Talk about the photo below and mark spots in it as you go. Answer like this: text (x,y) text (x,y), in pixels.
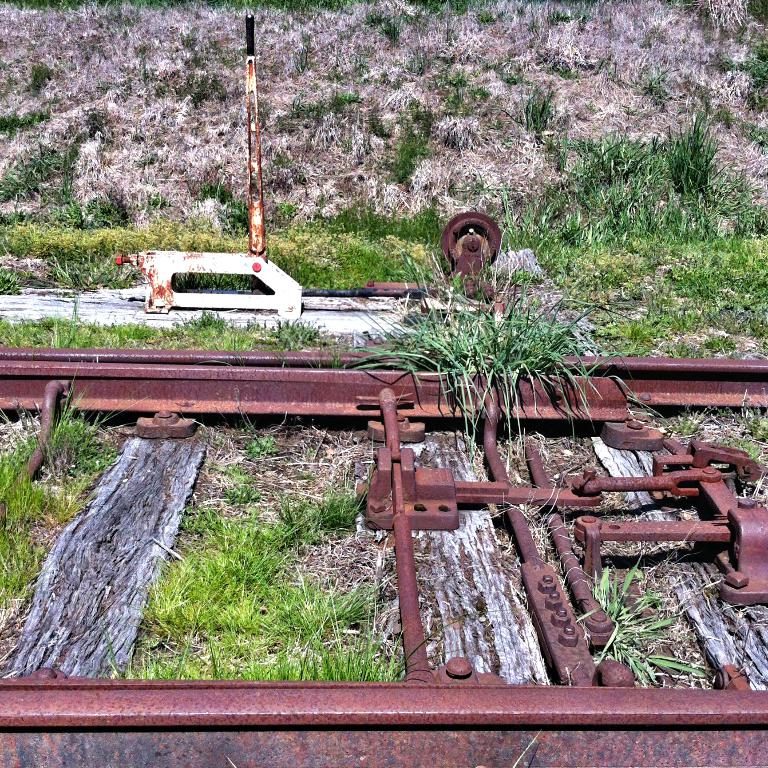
In this picture we can observe a railway track (316,404). There is some grass (235,552) on the ground (339,265). We can observe a lever (254,241) to adjust the railway track (249,371). In the background (454,111) there is some grass (328,95) on the land (348,107).
